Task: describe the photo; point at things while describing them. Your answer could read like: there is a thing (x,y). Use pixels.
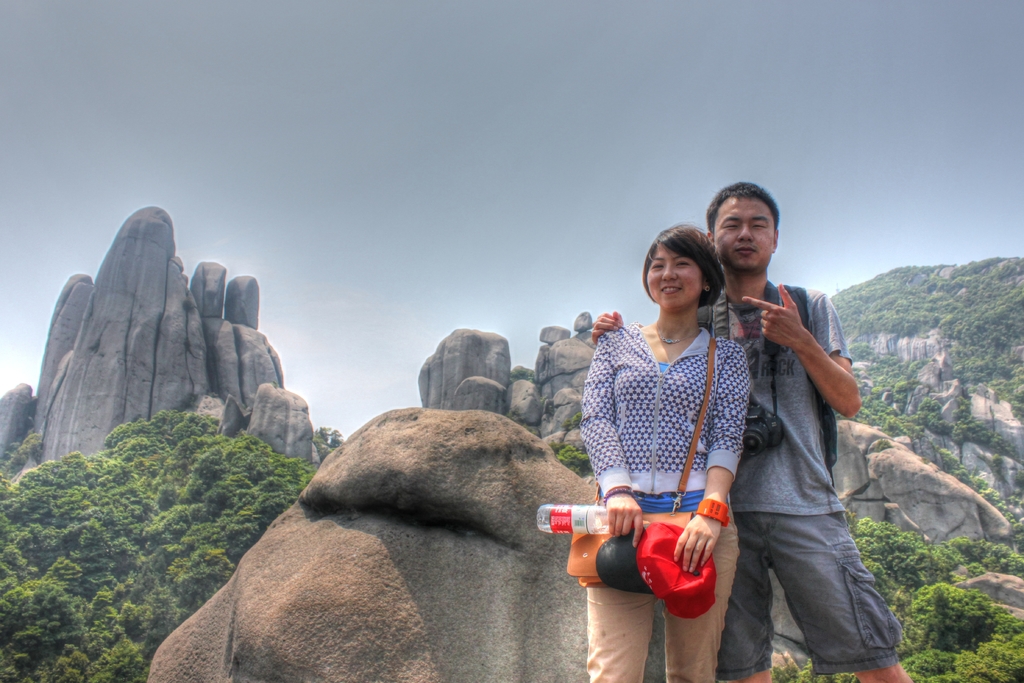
In this picture we can see a man (793,456) wearing a camera (768,426). There is a woman (657,482) wearing a bag (590,562). She is holding a bottle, black object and a cap (672,572). Both are standing and the woman (612,651) is smiling. There are a few rocks (535,493) and trees (96,587) in the background (76,551).
